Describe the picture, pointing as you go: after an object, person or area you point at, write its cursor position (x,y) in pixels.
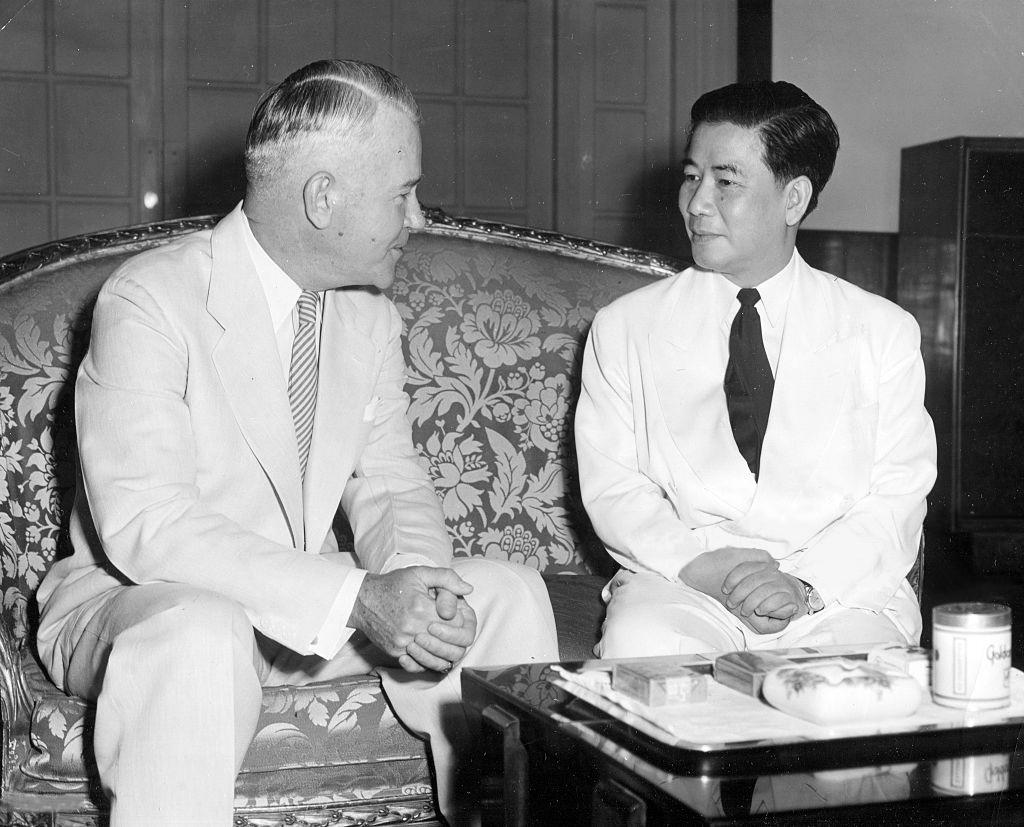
In this image There are two mans (646,351) sitting on the couch (487,435). On the table (769,747) there are some objects (864,693).
